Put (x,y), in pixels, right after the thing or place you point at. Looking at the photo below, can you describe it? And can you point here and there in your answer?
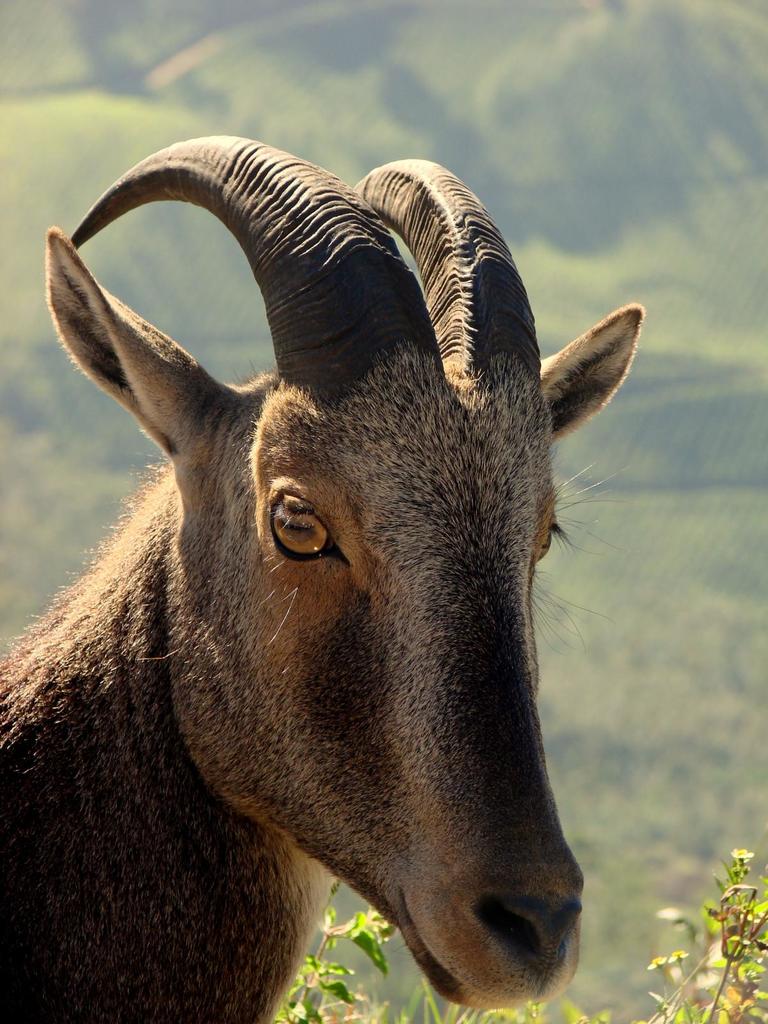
In this image we can see an animal (367,713), there are some plants (734,960), and the background (624,653) is blurred.
